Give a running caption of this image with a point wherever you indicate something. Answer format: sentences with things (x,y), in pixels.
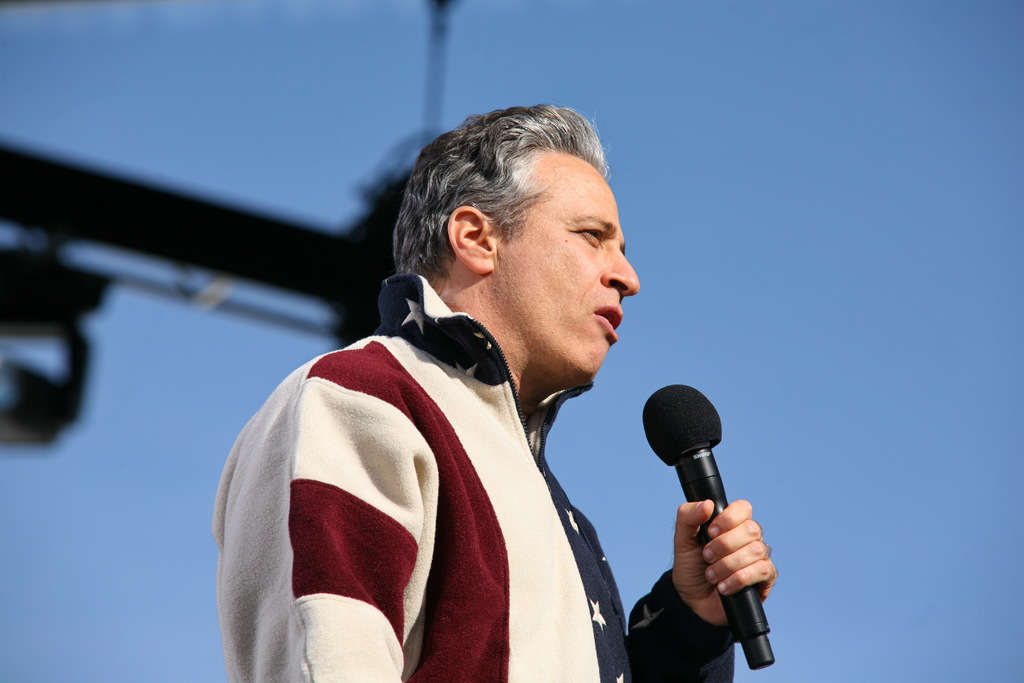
As we can see in the image there is a man (558,330) talking on mike (694,467).
